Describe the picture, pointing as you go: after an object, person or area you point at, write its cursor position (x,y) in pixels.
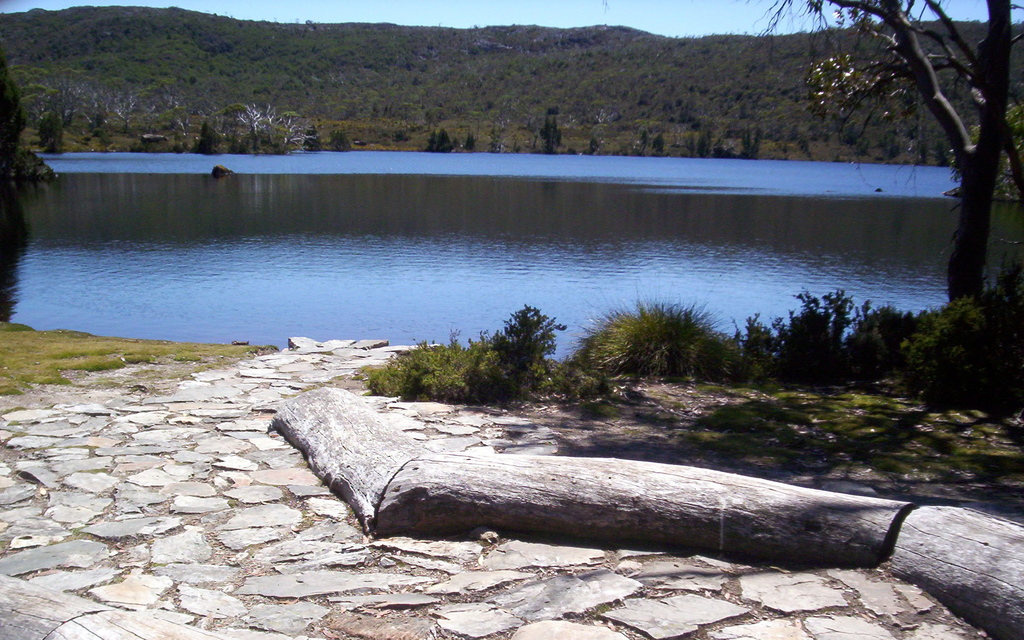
In this image I can see few trees (991,44), grass (717,398), water (509,197) and mountains (356,34). The sky (5,8) is in blue color.
